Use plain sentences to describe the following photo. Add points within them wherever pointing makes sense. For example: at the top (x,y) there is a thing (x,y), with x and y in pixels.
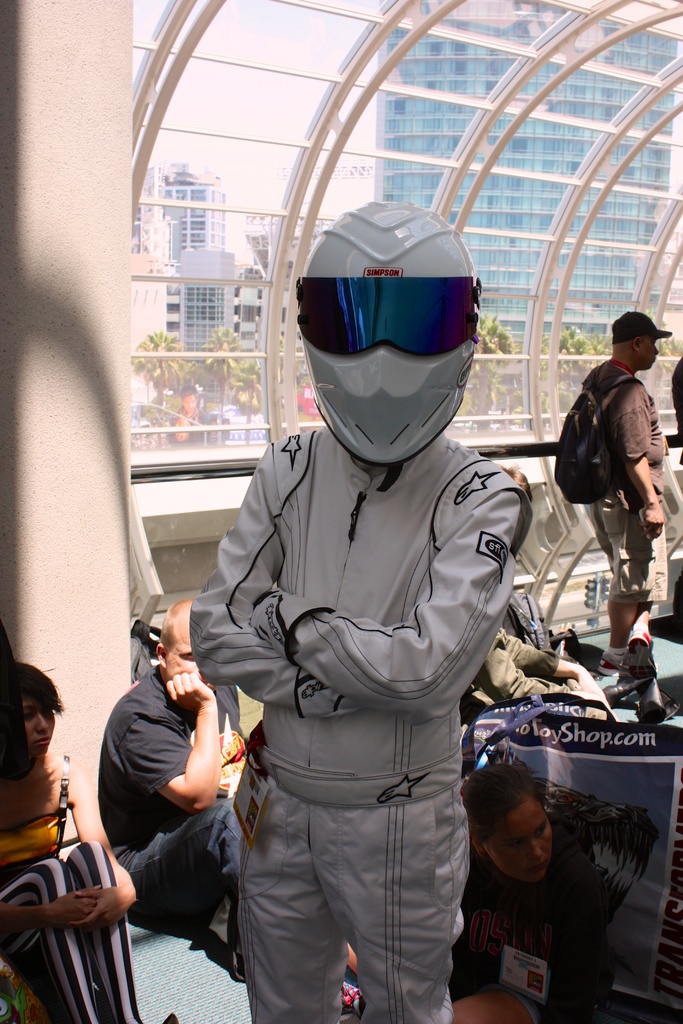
This picture describes about group of people (312,618), few are seated and few are standing, in the middle of the image (331,576) we can see a person (369,599) and the person (355,566) wore a helmet (364,369), behind the person (364,369) we can see few trees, buildings (475,259) and glasses (347,198).
